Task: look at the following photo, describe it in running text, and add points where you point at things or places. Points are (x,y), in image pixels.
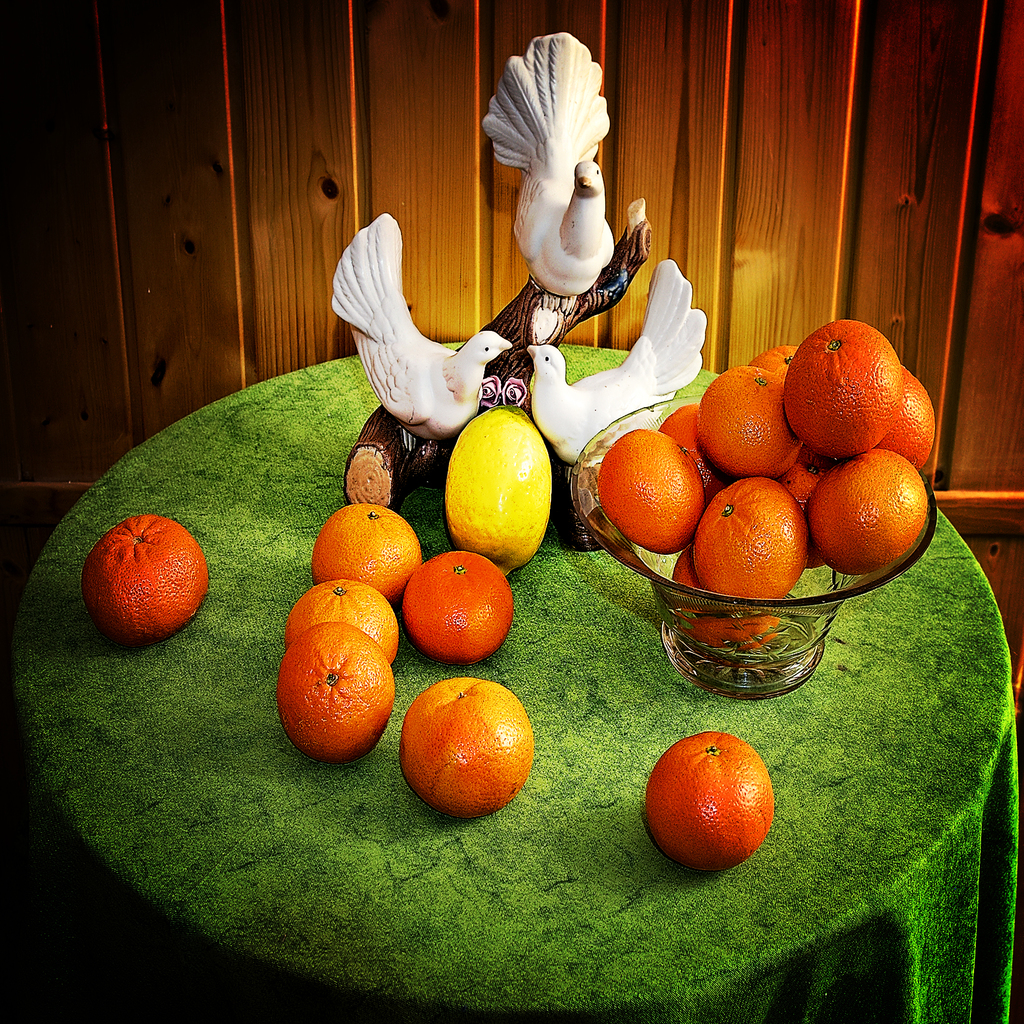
In this image we can see some fruits (345,685) which are in a glass bowl (761,608) and some are on table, there is a show piece (424,427) of birds (394,372) also on table (820,791) on which there is green color cloth (981,754) and in the background of the image (468,150) there is a wooden surface (348,104).
